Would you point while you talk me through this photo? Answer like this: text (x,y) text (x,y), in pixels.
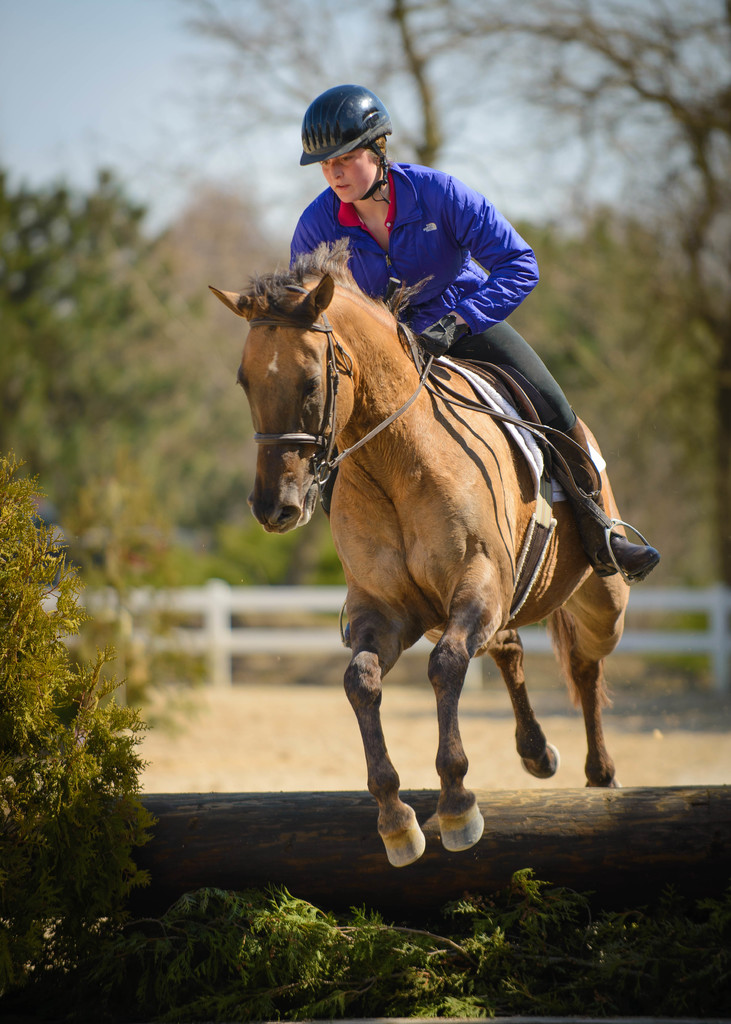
In this picture we can see a wooden log (624,859) and a person (360,158) sitting on a horse (432,482). In the background (170,668) we can see the ground (256,736), fence (654,650), trees (627,260) and the sky (146,118).
